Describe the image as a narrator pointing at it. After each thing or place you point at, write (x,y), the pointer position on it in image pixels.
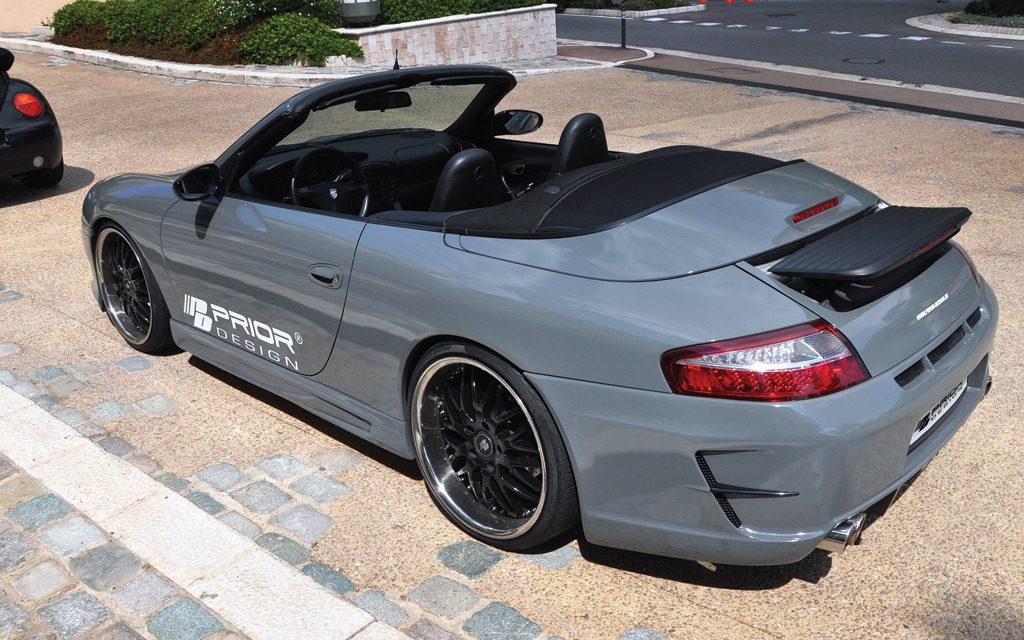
In this picture in the middle (569,265) there is a car (344,260) with grey color and with one door (311,302), steering (356,186), two seats (473,195), mirrors (517,114). And in front of this car (120,184) there is a black color car (40,138). And to the top left corner (108,44) there are some plants (254,30). And top right corner (690,34) there is a road (864,42) with divider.
